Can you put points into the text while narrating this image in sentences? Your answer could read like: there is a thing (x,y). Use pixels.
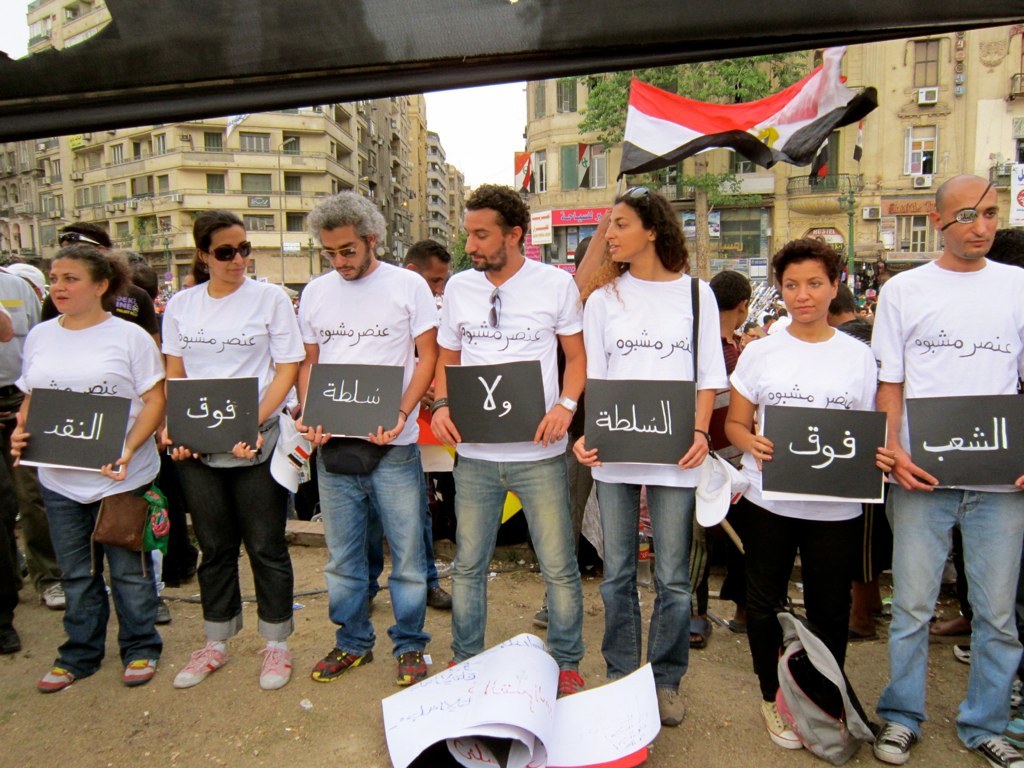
In this image, we can see a group of people (666,345) wearing clothes (129,334) and holding placards (116,443) with their hands (901,453). There are some papers (622,722) at the bottom of the image (457,715). There is a flag (708,128) and buildings (386,189) in the middle of the image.
